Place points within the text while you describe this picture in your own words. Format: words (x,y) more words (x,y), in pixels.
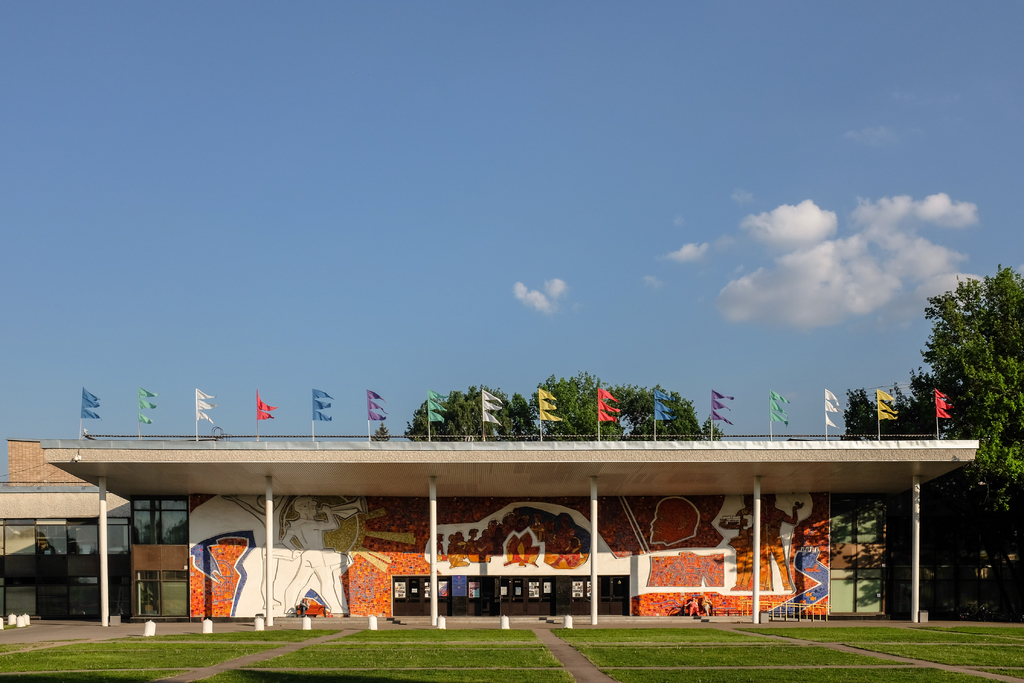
At the bottom of this image (941,657), there is grass (518,648) on the ground (312,667). In the background (64,545), there are paintings (799,510) on a wall (228,535) of a building (137,448) which is having poles (917,479), windows (68,532) and flags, there are trees (970,390) and there are clouds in the sky (384,119).
